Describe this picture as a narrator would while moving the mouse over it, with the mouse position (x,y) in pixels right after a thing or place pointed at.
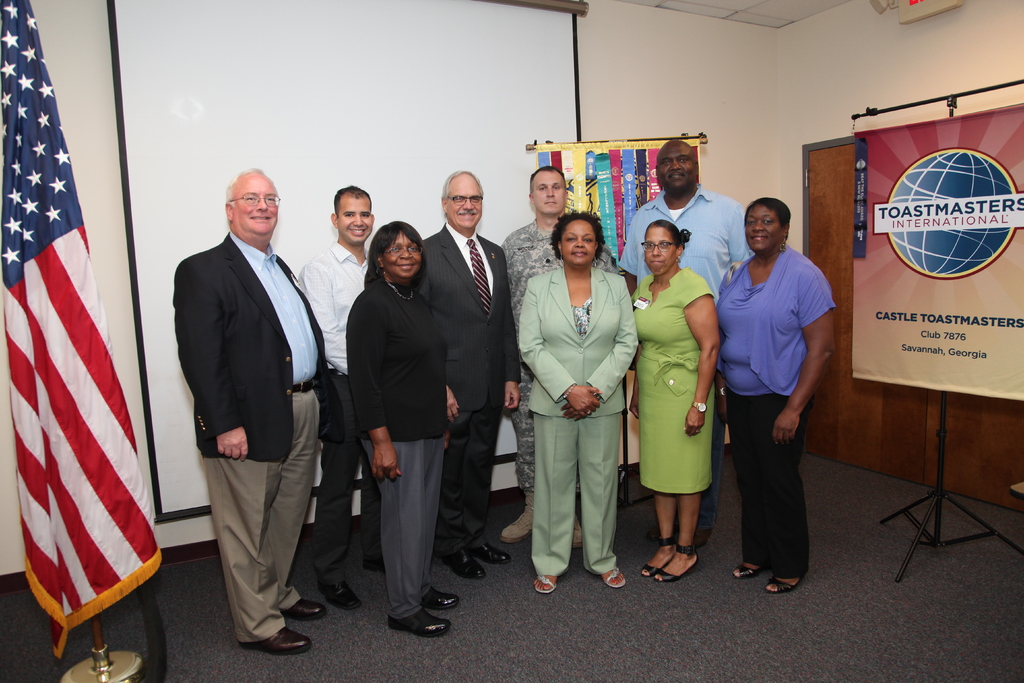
In the center of the image (599,347) we can see a few people (552,369) are standing and they are in different costumes (625,333) and they are smiling. In the background (847,55) there is a wall (620,6), one white board (146,59), flag (16,93), one board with some text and a few other objects (113,680).
